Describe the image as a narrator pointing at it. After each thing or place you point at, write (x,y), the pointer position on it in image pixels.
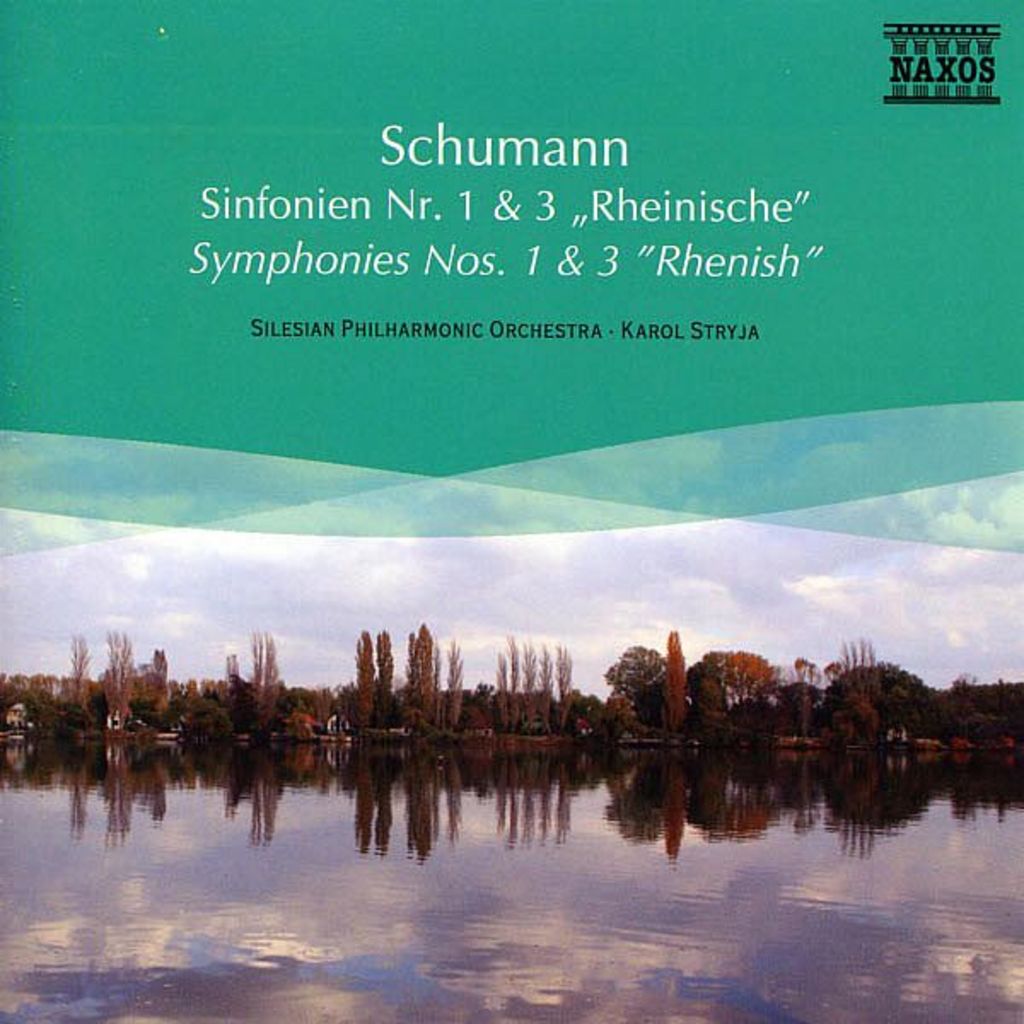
In this picture we can see a poster (551,577), in the poster (487,670) we can see water (669,812), few trees (695,715) and some text (537,266).
